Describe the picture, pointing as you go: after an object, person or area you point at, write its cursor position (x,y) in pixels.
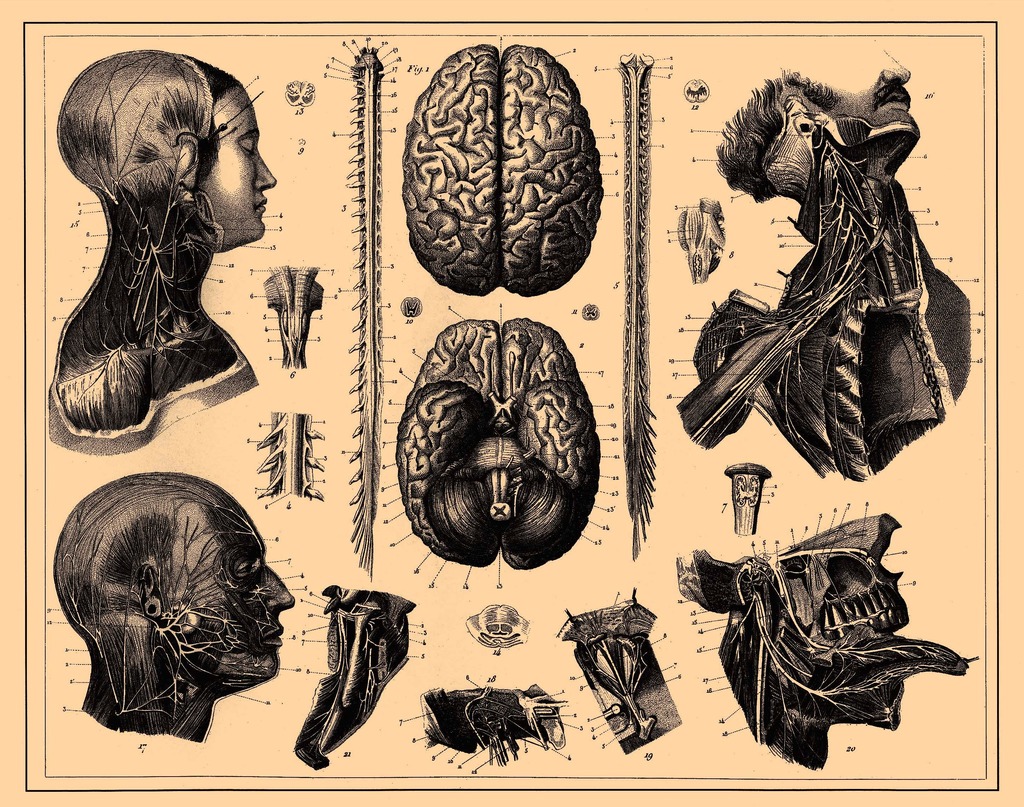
In this picture I can see the depiction pictures (279,308) of brain (445,62), skeletons (640,379) and other parts (743,579) of the body (286,362).
